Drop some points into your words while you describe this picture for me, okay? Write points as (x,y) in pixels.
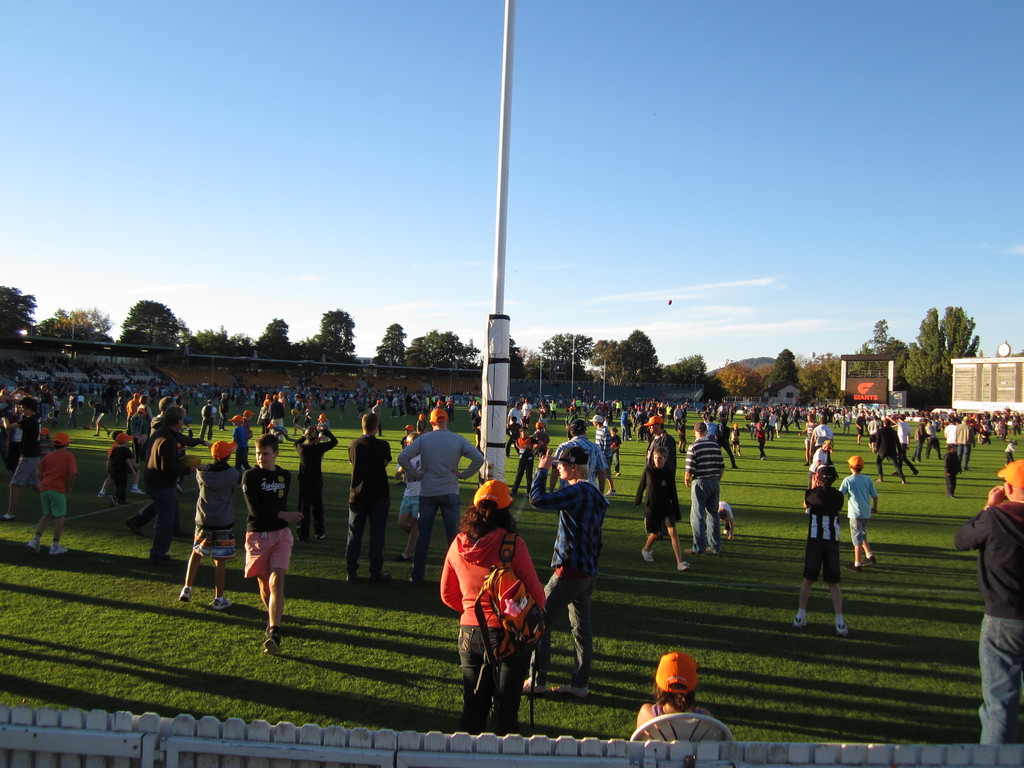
In this image we can see the group people (490,562). Here we can see a woman (540,595) holding the bag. Here we can see a woman (651,708) sitting on the chair (668,720). Here we can see the wooden fence (715,744) at the bottom (790,754). Here we can see a pole (490,419). In the background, we can see the trees (942,329). This is a sky (326,123) with clouds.
